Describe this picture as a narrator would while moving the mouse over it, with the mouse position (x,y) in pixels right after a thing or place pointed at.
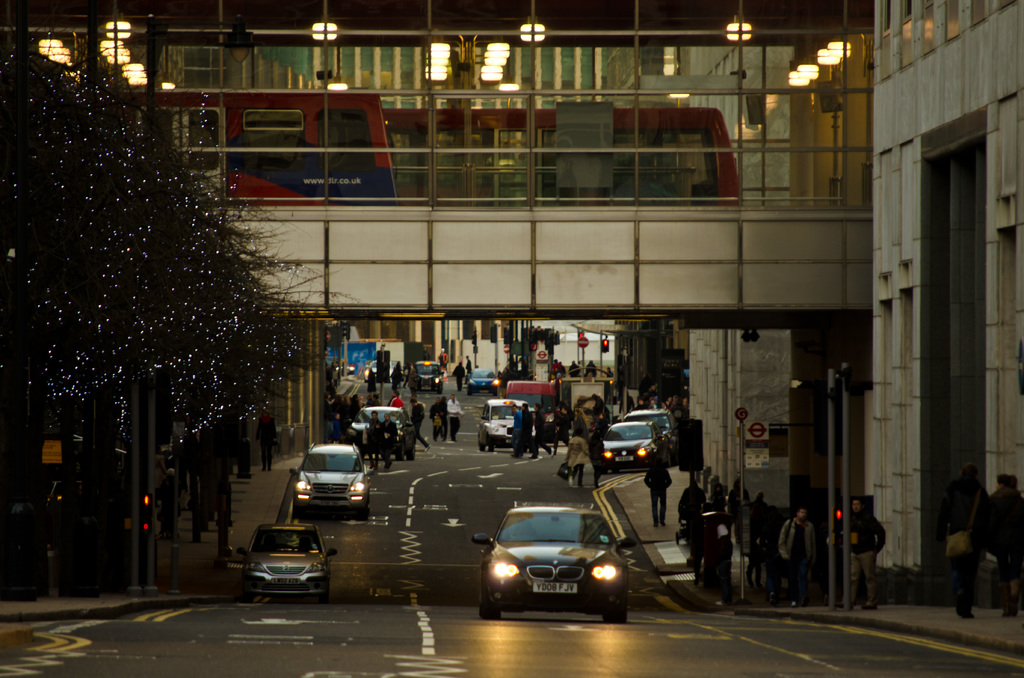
On the left (120,279) there are trees (40,133), poles (135,471) and path (102,599). On the right (844,373) there are buildings (903,412), poles (743,541) and people (795,574) walking on the footpath (1019,635). In the center of the picture (400,440) there are cars (488,584), people (522,434) and road (471,645). At the top (364,81) there are lights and a building (569,240).
